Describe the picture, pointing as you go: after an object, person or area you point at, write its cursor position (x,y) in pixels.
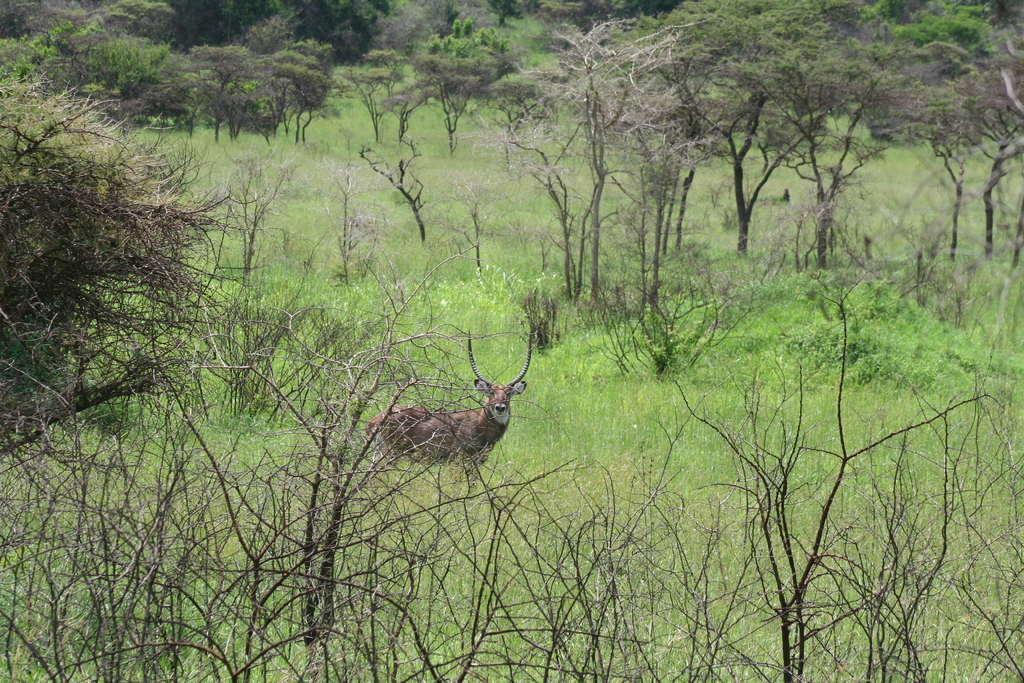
The picture is taken in a forest (20,165). In the foreground of the picture (254,497) there are plants (309,517) and grass (557,443). In the center of the picture (462,419) there is an antelope (429,422). In the background (520,128) there are trees (123,166), grass (634,261) and plants (904,326).
